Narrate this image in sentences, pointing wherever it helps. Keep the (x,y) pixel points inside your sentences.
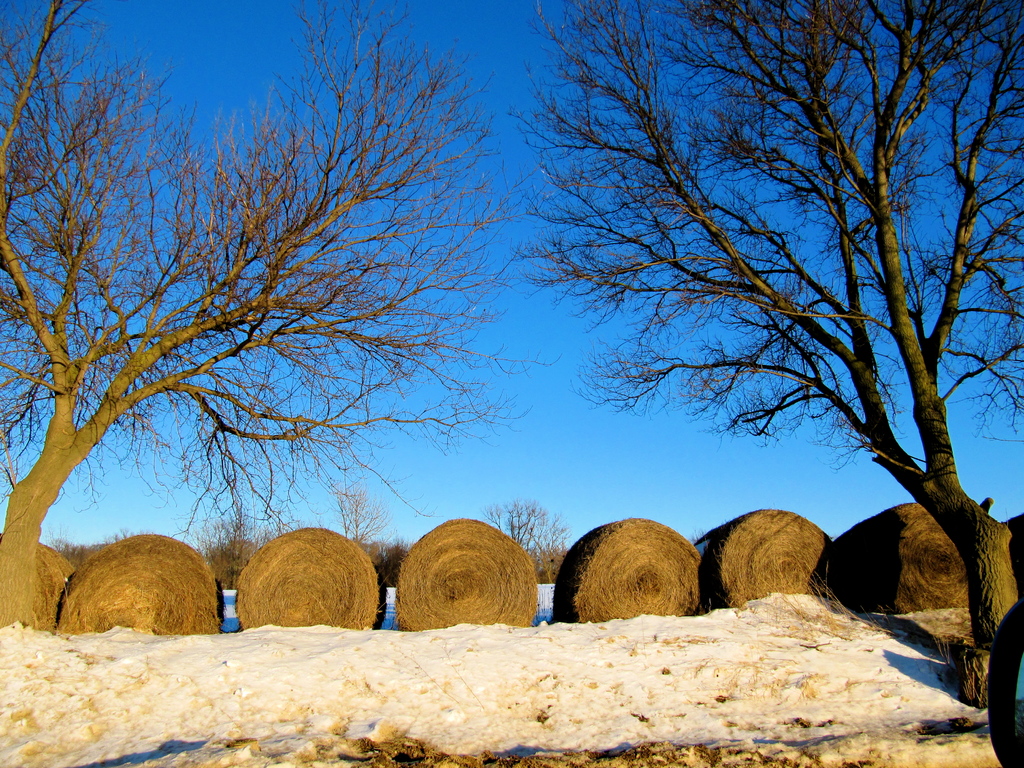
In this image we can see a group of dried grass (472,575) placed on the ground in the form of rolls (490,574). We can also see some snow (472,657), trees (26,614) and the sky (534,465) which looks clear.
